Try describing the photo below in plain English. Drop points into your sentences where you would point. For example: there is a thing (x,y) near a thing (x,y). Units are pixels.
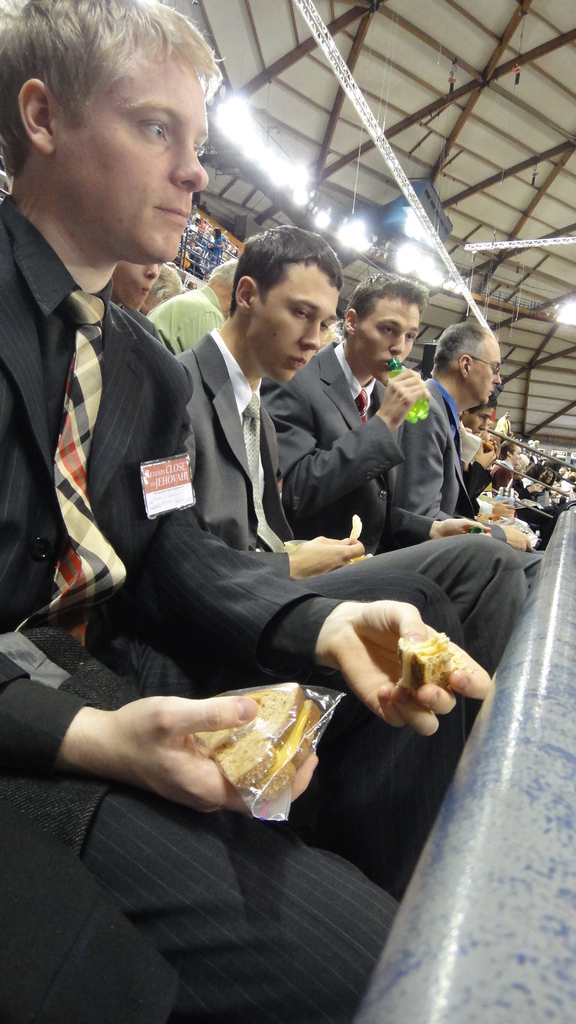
In this image I can see group of people (257,609) sitting. There are few people (188,722) holding food items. In the bottom right corner (484,794) it looks like a pole (467,915). There is roof (553,19) with iron frames (444,155) and there are lights (425,263).
